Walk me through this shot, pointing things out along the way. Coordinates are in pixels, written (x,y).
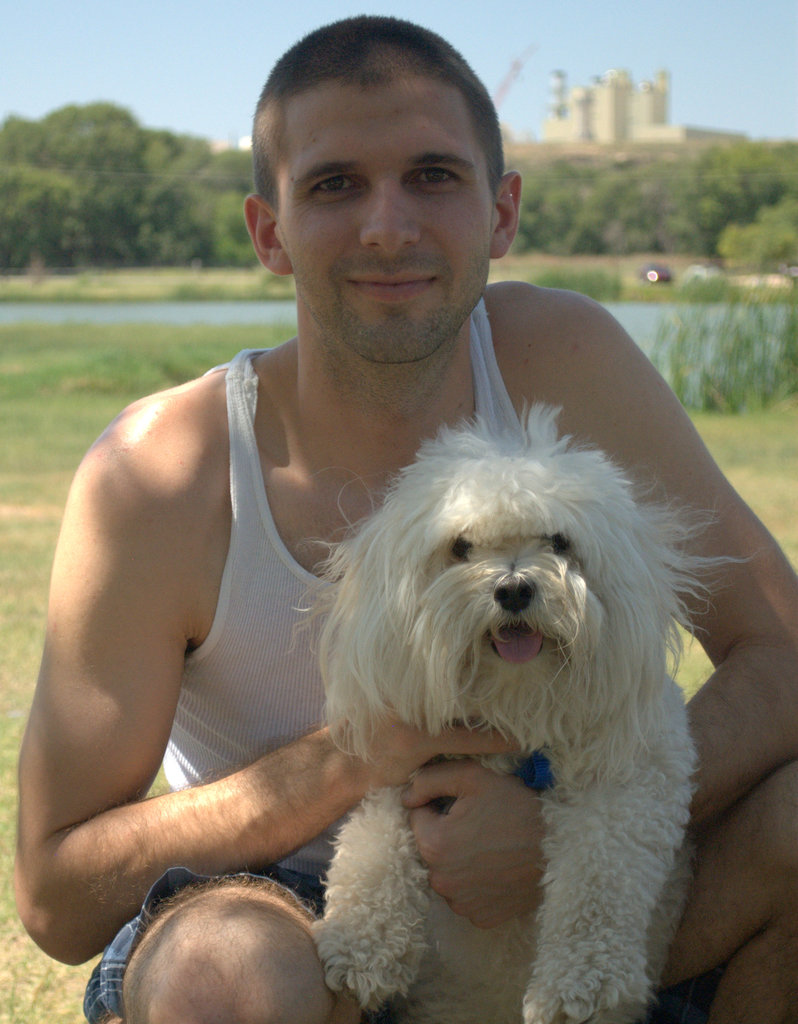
This picture is taken from outside of the city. In this image, in the middle (431,405), we can see a man (329,253) sitting in squat position and holding a dog (465,978) in his hand (379,744). In the background (61,251), we can see some trees (600,254), plants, water (753,358) in a lake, buildings (709,129). At the top (190,42), we can see a sky (186,62), at the bottom (10,739), we can see a grass (62,398) on the land (96,381).
